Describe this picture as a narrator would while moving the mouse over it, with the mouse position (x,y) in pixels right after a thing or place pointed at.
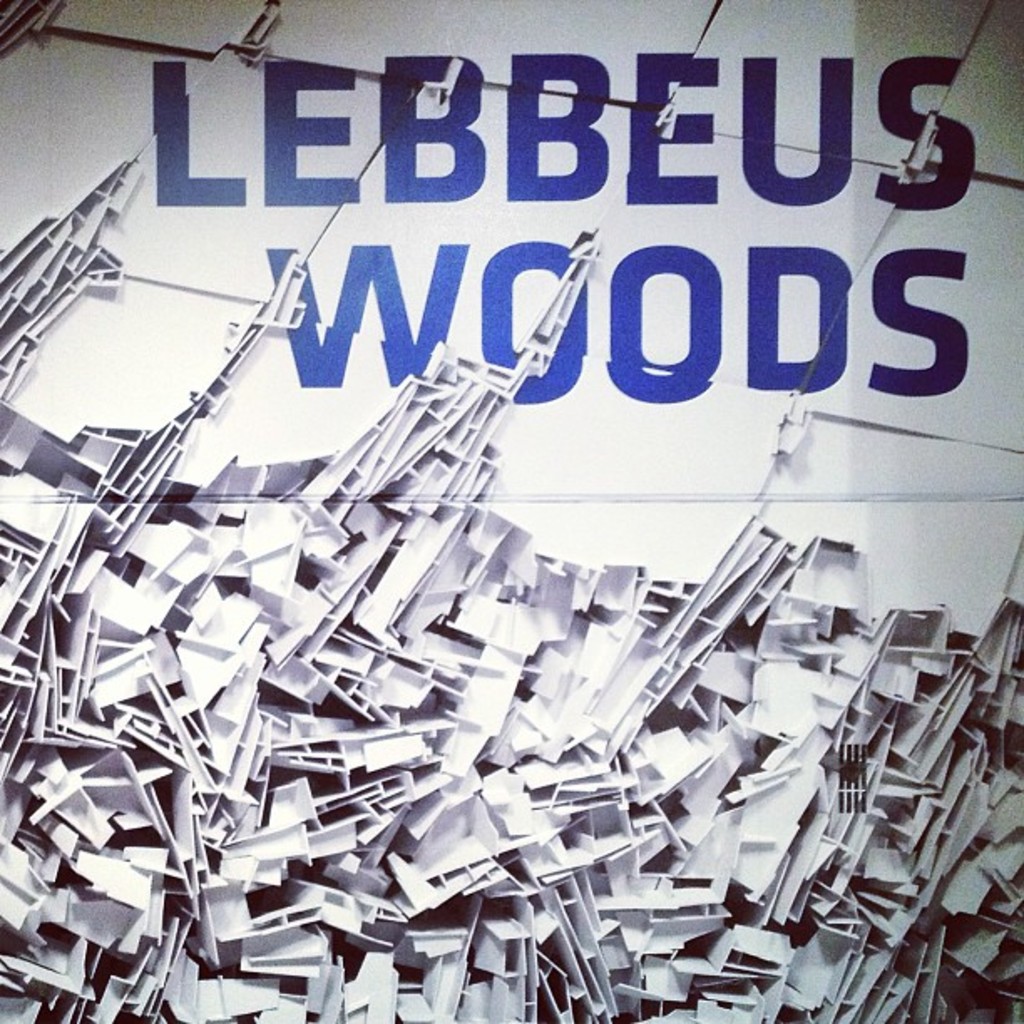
In this image there are few objects (379,795) in the bottom of the image (419,837). Top of the image (948,157) there is some text (797,190).
